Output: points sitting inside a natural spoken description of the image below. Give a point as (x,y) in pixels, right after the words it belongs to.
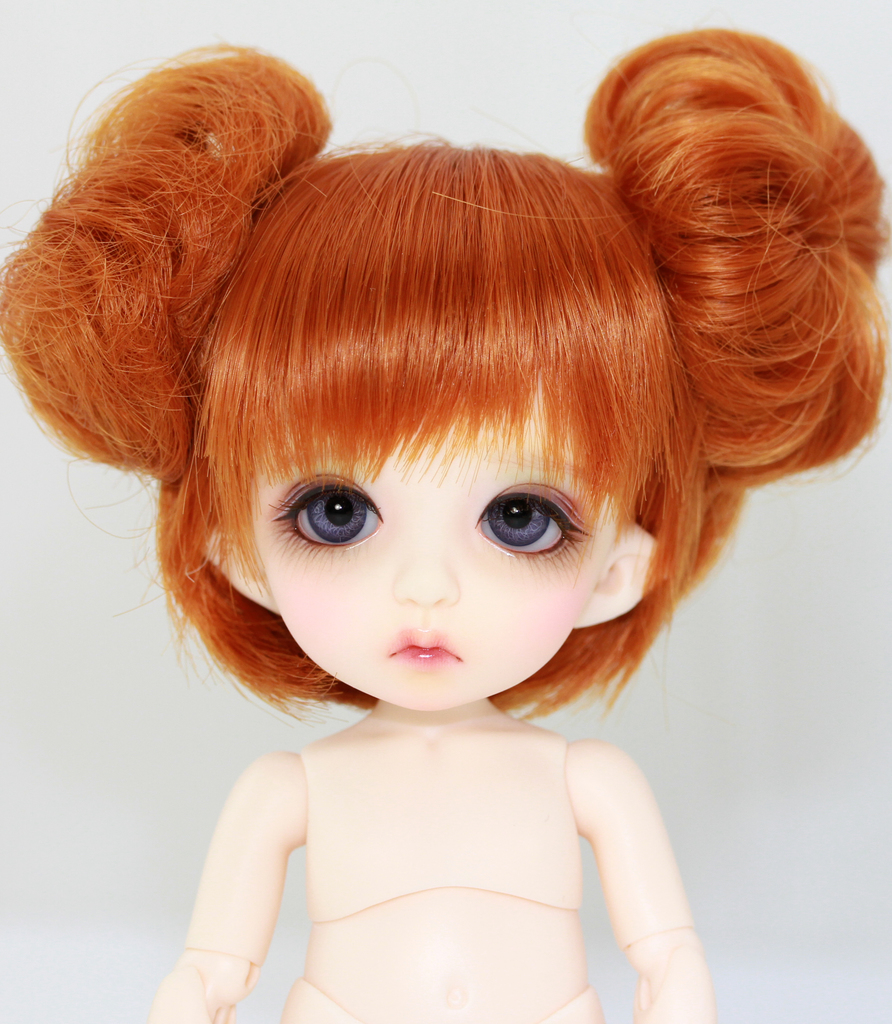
In this picture we can see a toy (417,641).
